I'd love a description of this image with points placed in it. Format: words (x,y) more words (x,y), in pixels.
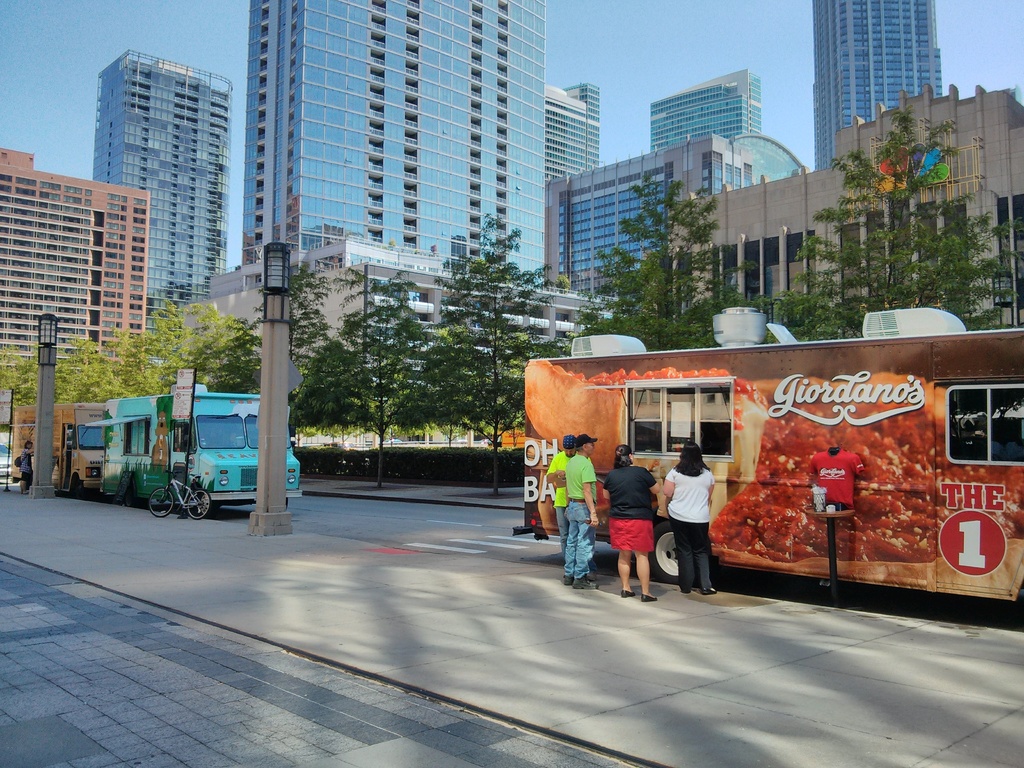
In this image there are vehicles (770,482) on the road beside that there are people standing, on the other side there are buildings (46,268) and trees (980,276).
